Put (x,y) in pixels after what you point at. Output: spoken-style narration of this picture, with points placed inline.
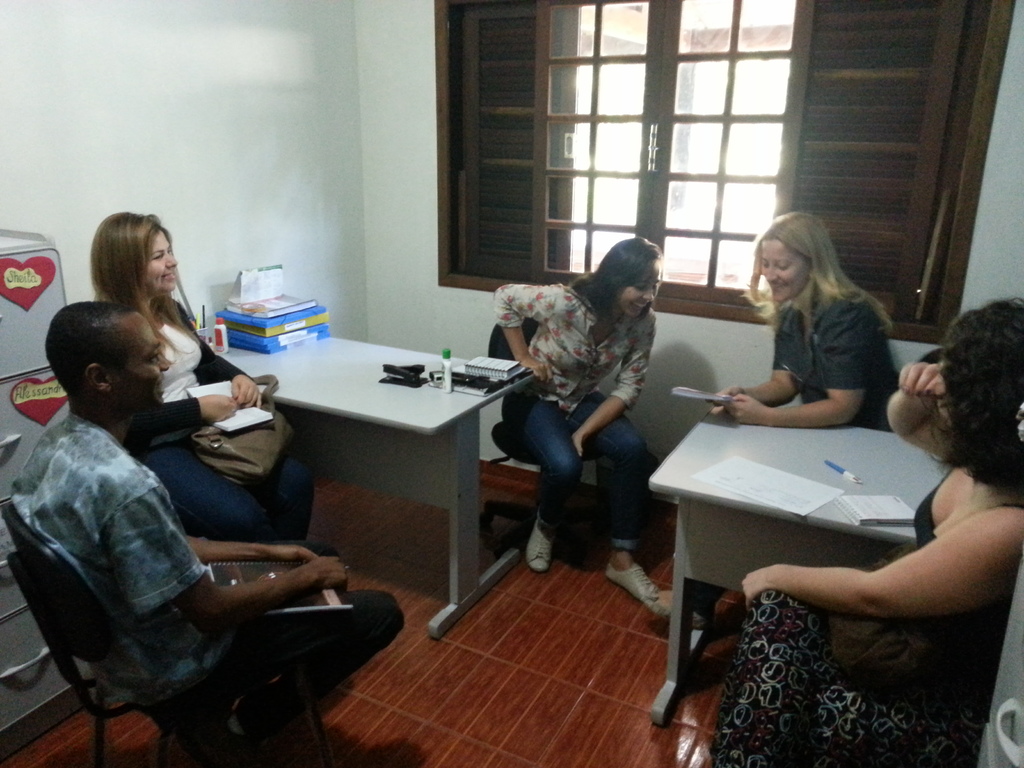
In this image there are group of people (639,438) sitting in chairs (522,440), and on table (367,404) there are books (263,319), bottles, pens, papers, and in background (474,156) there is cupboard (45,316), window (582,137), wall (201,242).
